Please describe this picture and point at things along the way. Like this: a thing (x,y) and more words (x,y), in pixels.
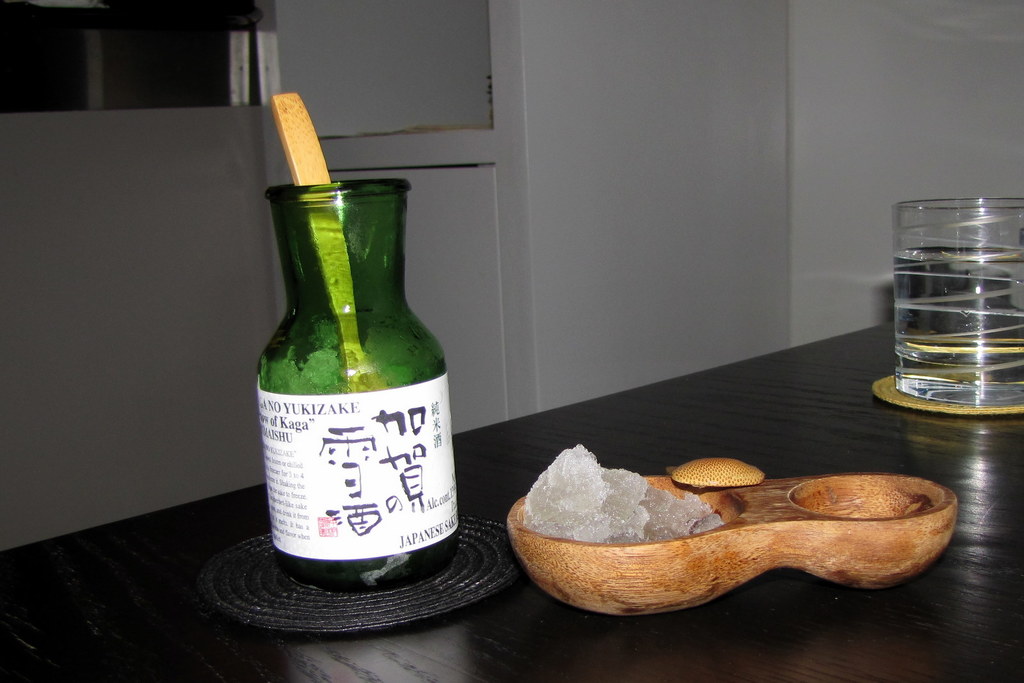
in the picture we can a room (539,424) and a table (810,360), on the table (681,431) we can see a bottle (401,497) and a glass (965,337) with the liquid (907,333), we can also see a bowl (680,529) with some ice (600,525).
